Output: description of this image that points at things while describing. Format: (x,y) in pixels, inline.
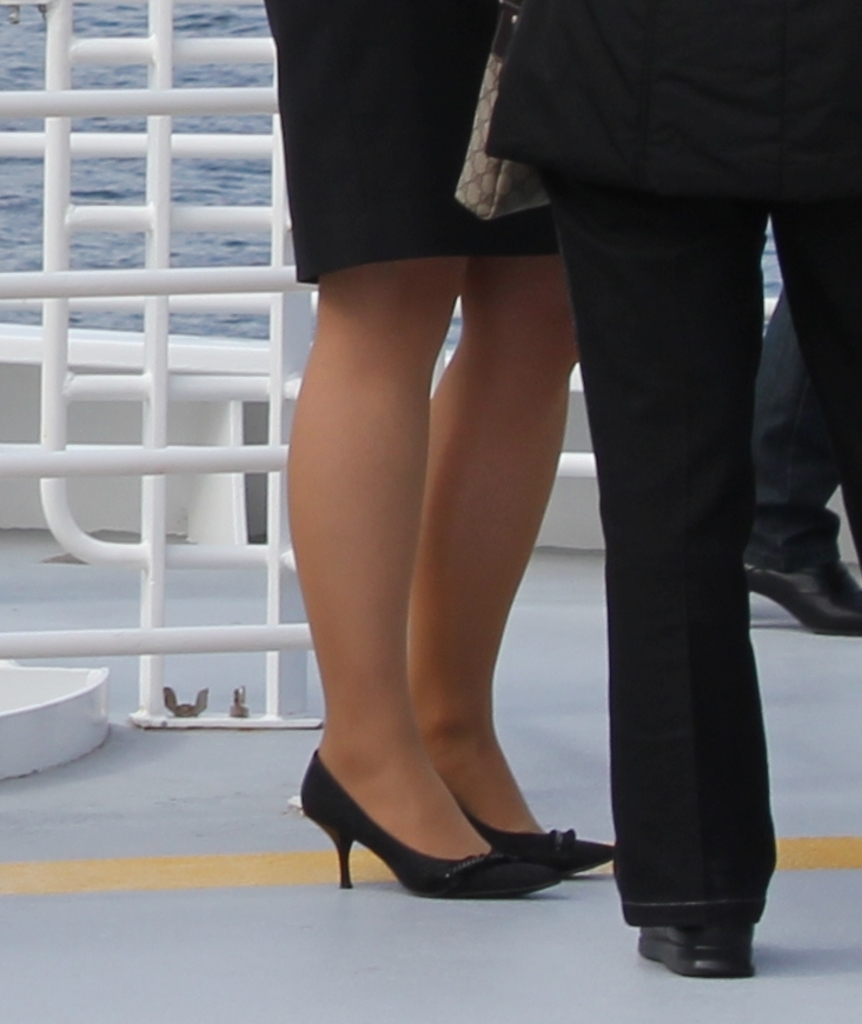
In this image we can see legs (524,462) of a woman (518,520) and a man (694,621) standing on the floor (247,874). On the backside (160,347) we can see some poles (154,322) and the water (143,261).
